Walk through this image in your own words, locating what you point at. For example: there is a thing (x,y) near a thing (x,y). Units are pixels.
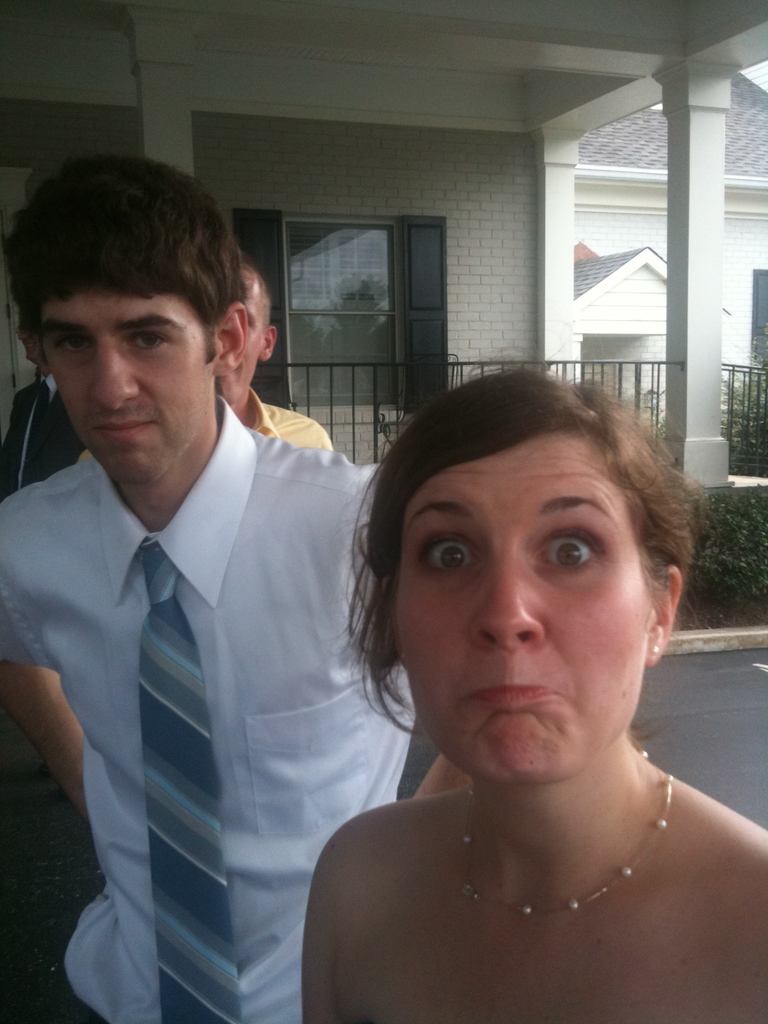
In the foreground of this image (548,812), on the right (534,863), there is a woman (533,859). On the left (133,502), there are men (140,493) standing. In the background (288,230), there is a house (664,322), railing (636,362) and few plants (743,574).
